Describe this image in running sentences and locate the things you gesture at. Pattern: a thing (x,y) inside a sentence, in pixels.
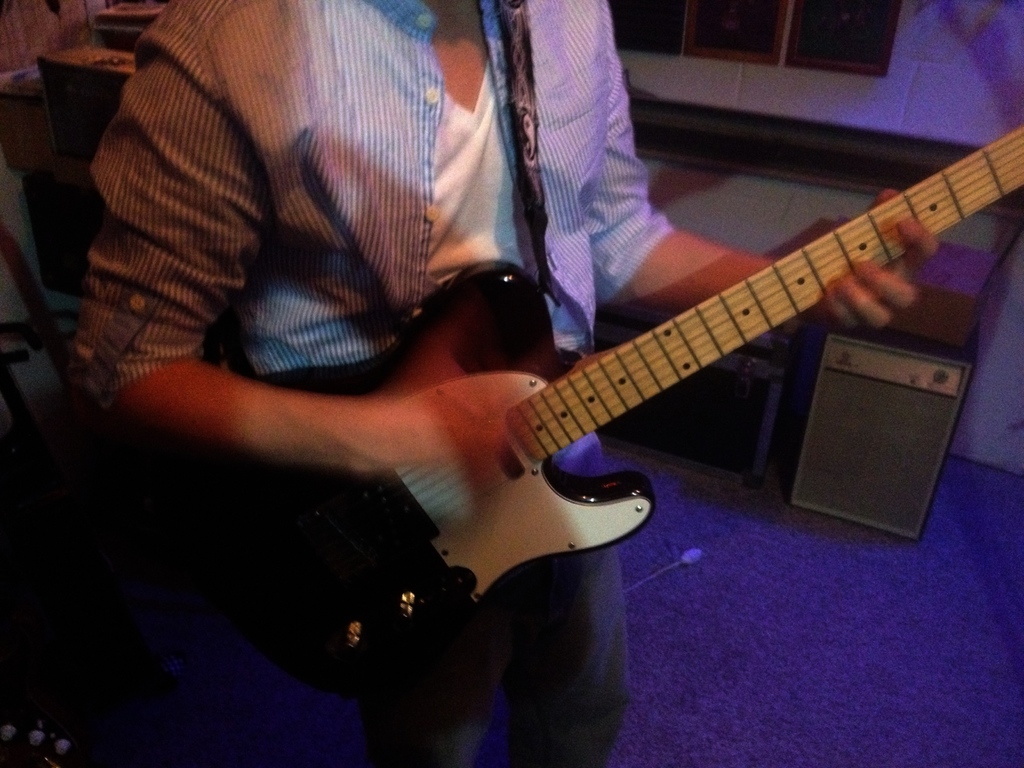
in the picture we can person (861,271) holding a guitar (622,407), beside the person (845,304) there was a table (873,325) and a wall (947,119), near the wall (951,86) there were framed pictures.
